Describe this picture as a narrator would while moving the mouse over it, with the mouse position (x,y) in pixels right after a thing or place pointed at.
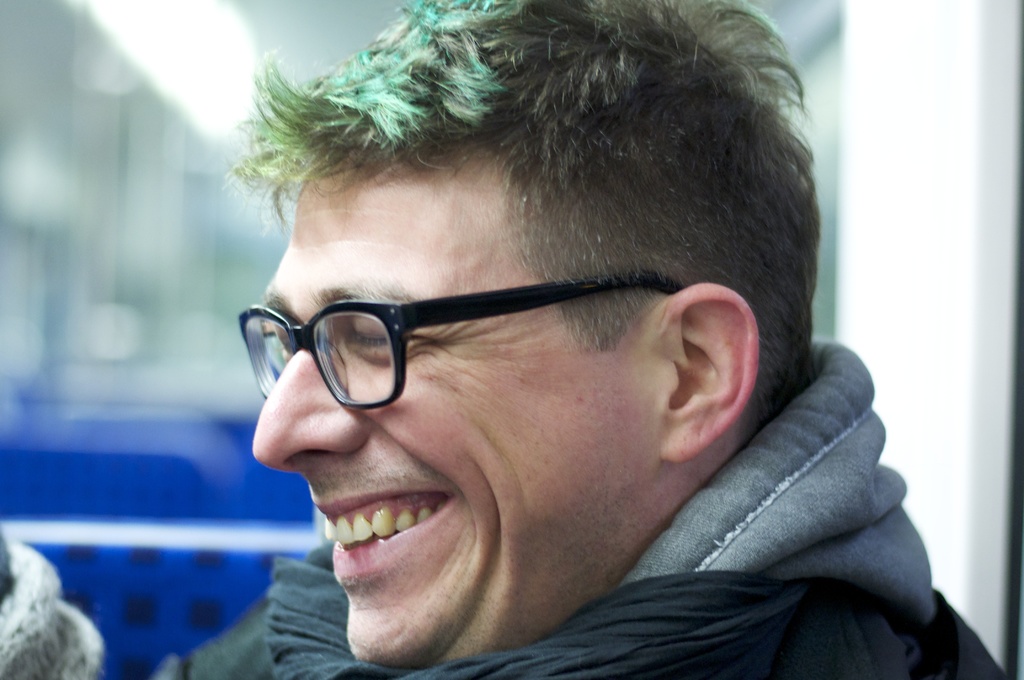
In this picture in the front (501,409) there is man (586,498) smiling, wearing a specs (372,393) which is black in colour and the background (62,330) is blurry.
